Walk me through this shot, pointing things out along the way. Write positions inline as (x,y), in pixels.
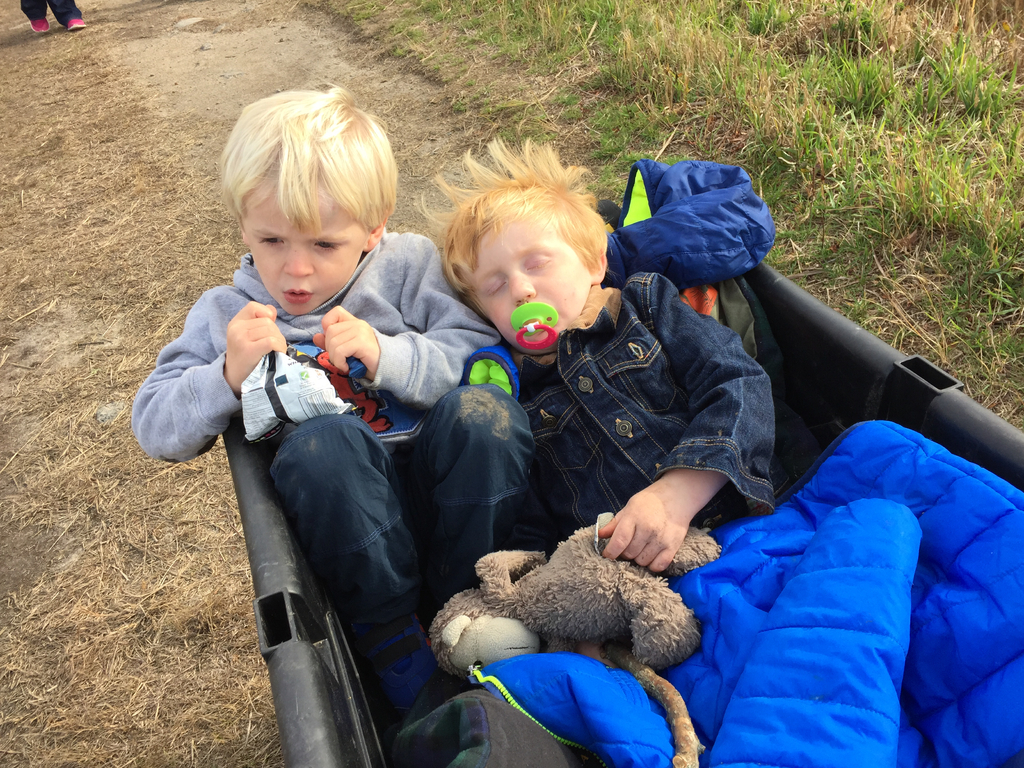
This picture shows couple of boys (436,346) and a soft toy (649,605) and few clothes (1015,694) in the basket (769,281). We see a boy (584,448) sleeping with a baby nipple (520,314) in his mouth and we see grass (801,173) on the ground (157,167) and a human (28,2) walking.
